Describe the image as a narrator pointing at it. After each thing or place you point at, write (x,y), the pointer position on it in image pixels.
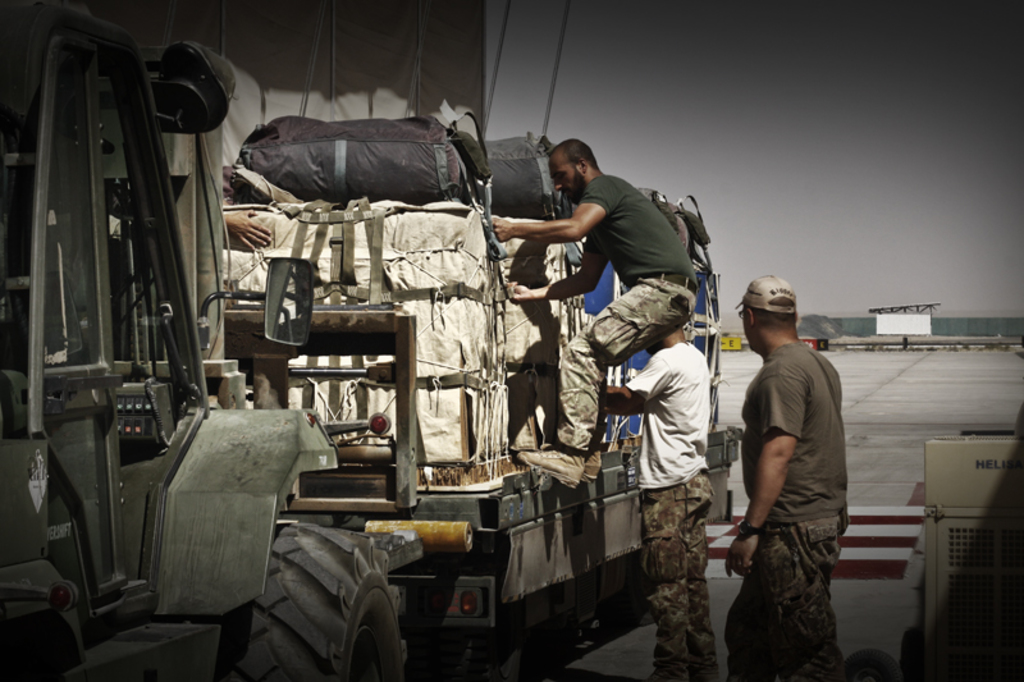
In this image we can see a vehicle (293,537). On the vehicle (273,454) there is luggage (482,268). And we can see three persons (769,307). One person (764,299) is wearing a cap (757,305). In the background (766,151) there is sky (798,145).
